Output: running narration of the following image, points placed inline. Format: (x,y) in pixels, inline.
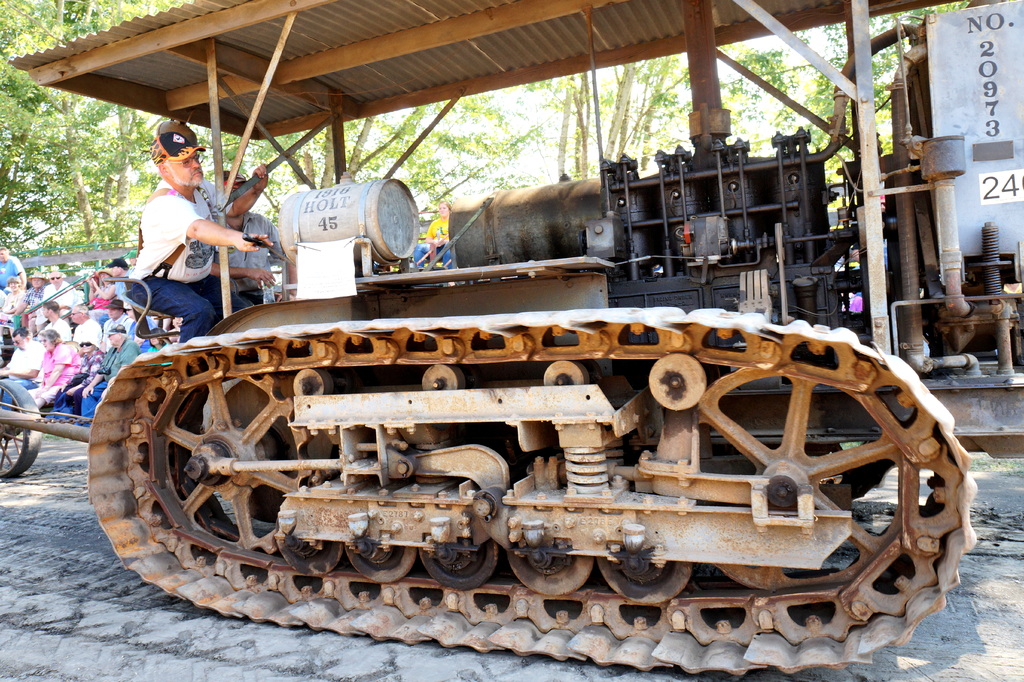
In this image we can see a few persons (232,297) and also we can see a shed (102,60) and a machine (663,160), in the background (418,150), we can see the trees (378,160) and the sky (416,190).
